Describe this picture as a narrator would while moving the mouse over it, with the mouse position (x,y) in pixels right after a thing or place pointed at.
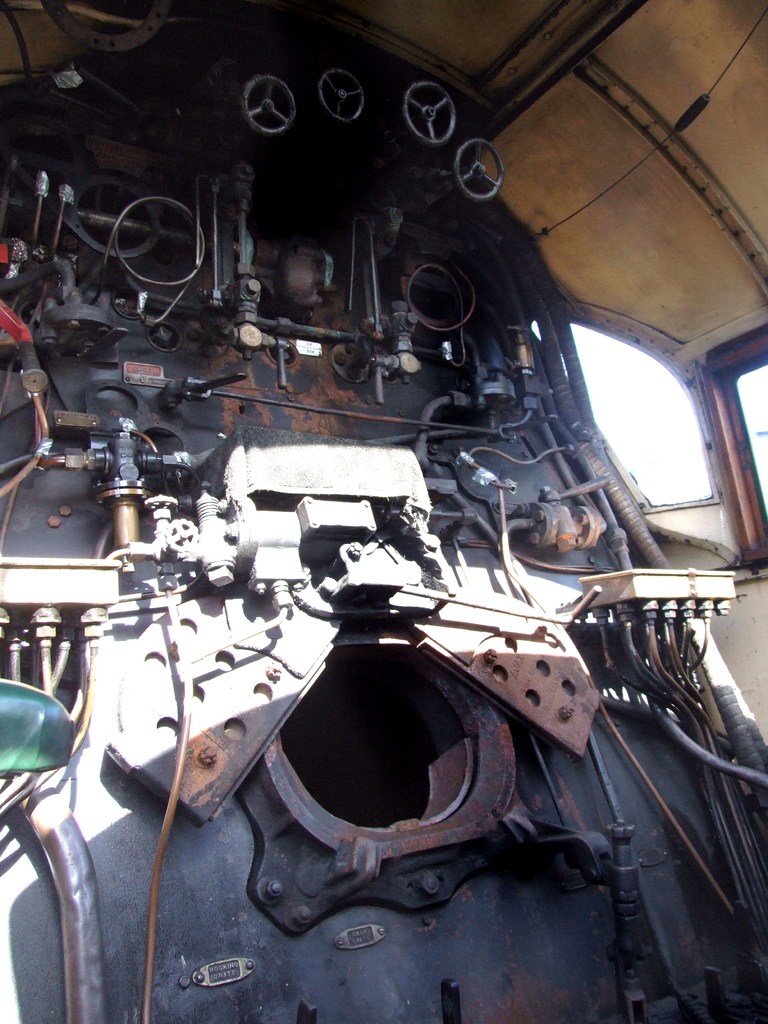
In this picture I can observe an engine (337,352) of a vehicle (318,104). On the top (282,101) I can observe four steering wheels (425,116). This engine (256,414) is in grey color. On the right side (659,466) there are windows (662,399) and I can observe some wires (683,641).
